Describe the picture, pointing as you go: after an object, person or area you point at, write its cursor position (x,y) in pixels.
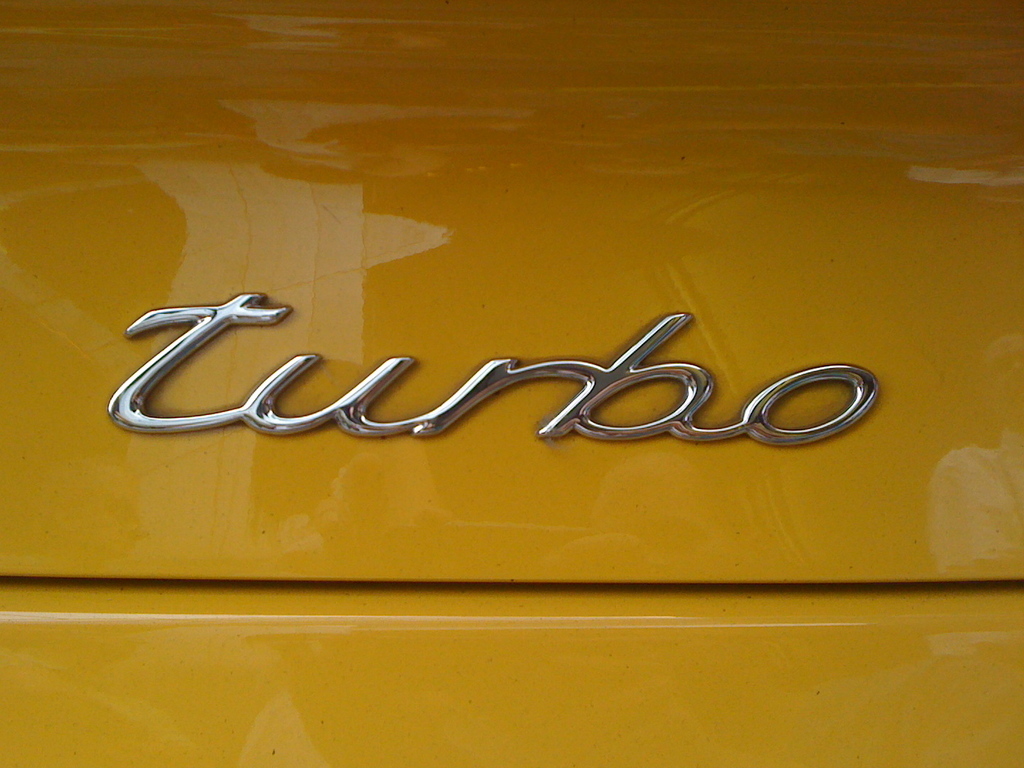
In this image, I can see a name (840,419) on the board (778,349). The background (831,340) looks yellow in color.
